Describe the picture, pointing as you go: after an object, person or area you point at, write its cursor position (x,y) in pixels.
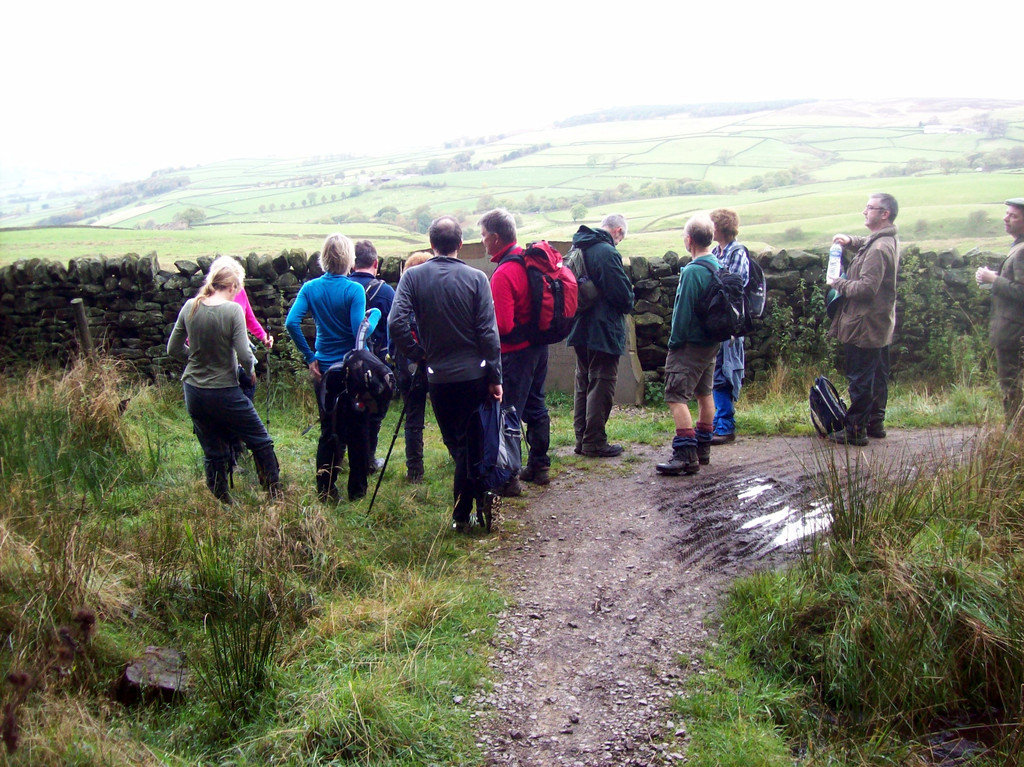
In this image I can see people (528,424) are standing among them some are carrying bags (511,336). Here I can see the water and a fence wall (180,297). In the background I can see the grass (381,234), trees (370,219) and the sky (387,100).
